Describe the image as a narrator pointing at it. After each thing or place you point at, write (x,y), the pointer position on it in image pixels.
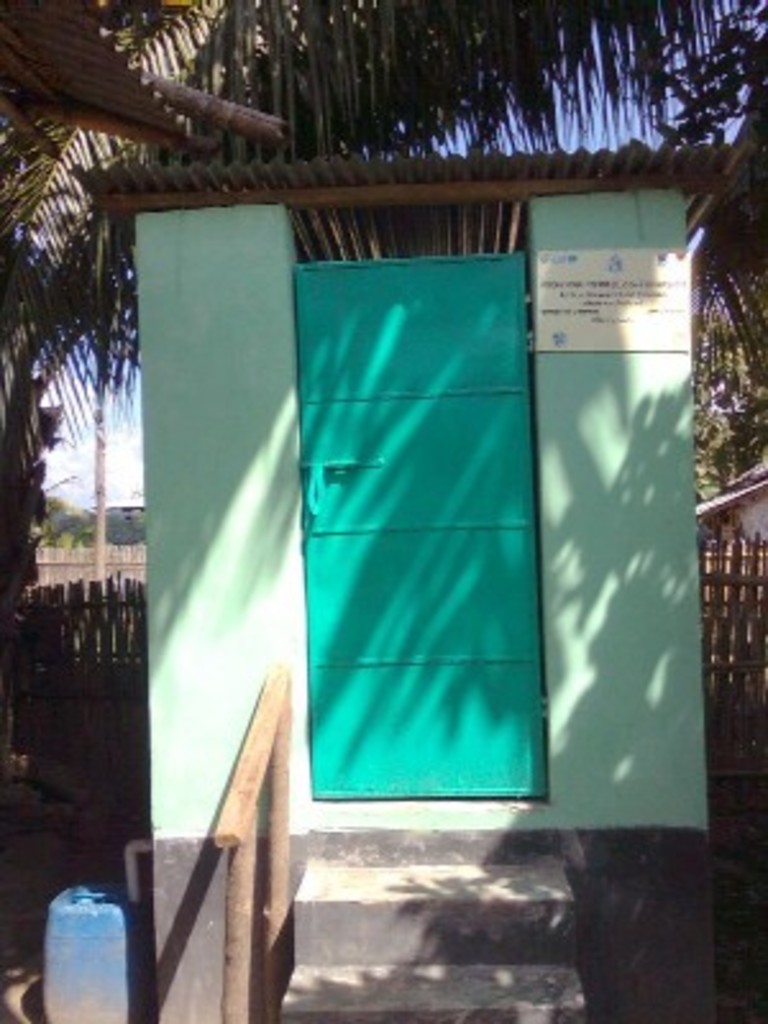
At the center of the image (371,649) we can see there is a room (218,673), back of the room (128,188) there are trees (719,101).
